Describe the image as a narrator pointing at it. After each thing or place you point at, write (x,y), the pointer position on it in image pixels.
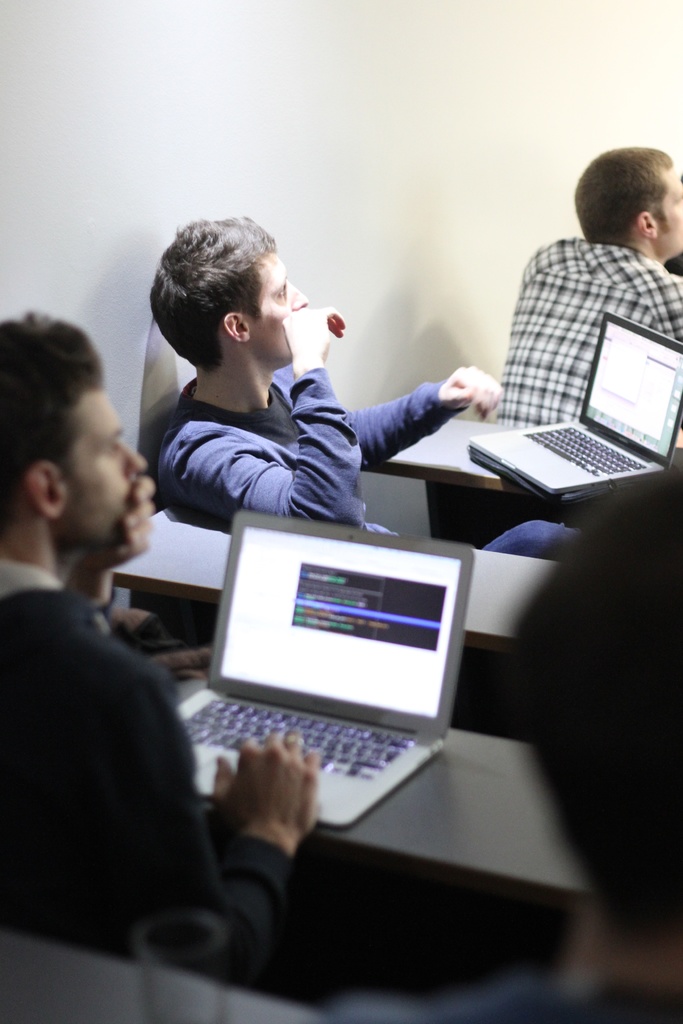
Here in this picture we can see a group of men (535,377) sitting over a place with a table (435,813) in front of them having laptops (265,625) on it and all of them are listening to something.
